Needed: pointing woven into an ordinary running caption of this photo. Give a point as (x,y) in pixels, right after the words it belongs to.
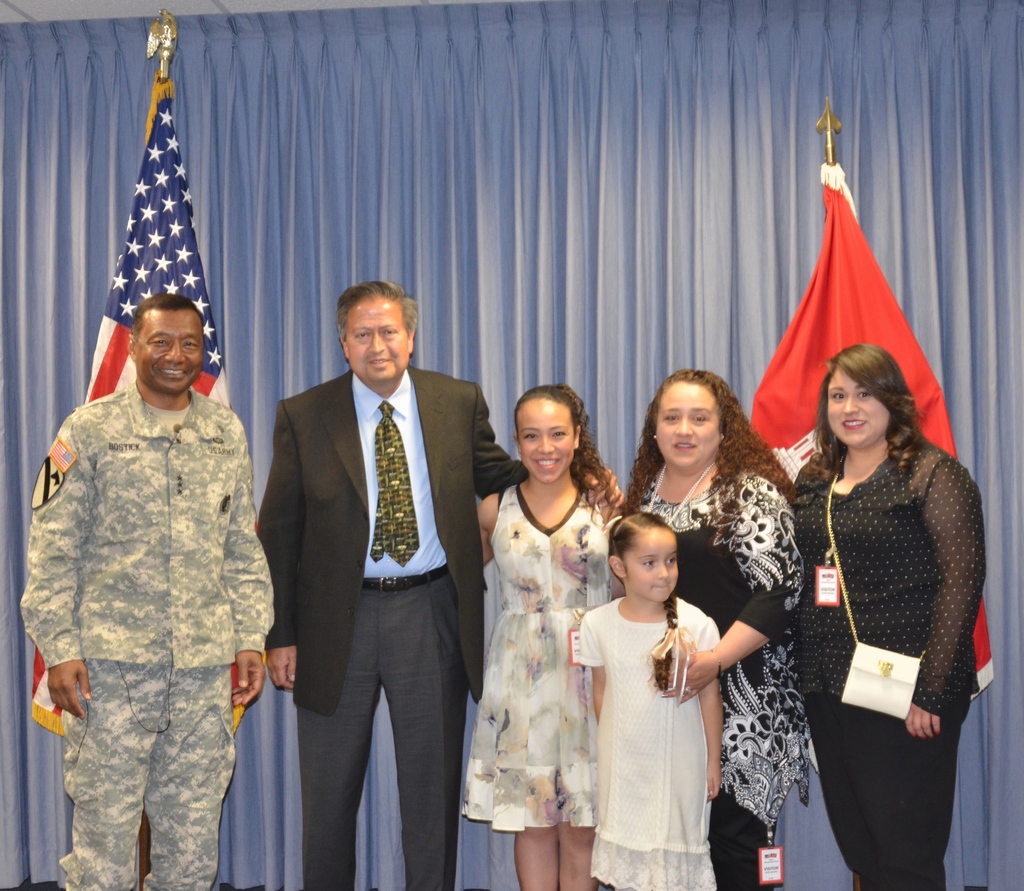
In the center of the image (347,587) we can see some people (472,537) are standing and smiling and a lady (891,732) is wearing bag (868,652), id card (824,595). A man (200,473) is wearing a uniform (145,469) and another man (444,429) is wearing suit (435,456), tie (406,467). In the background of the image (429,330) we can see the curtain (509,260), flags (167,232), poles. In the top left corner (105,5) we can see the roof (314,4).
